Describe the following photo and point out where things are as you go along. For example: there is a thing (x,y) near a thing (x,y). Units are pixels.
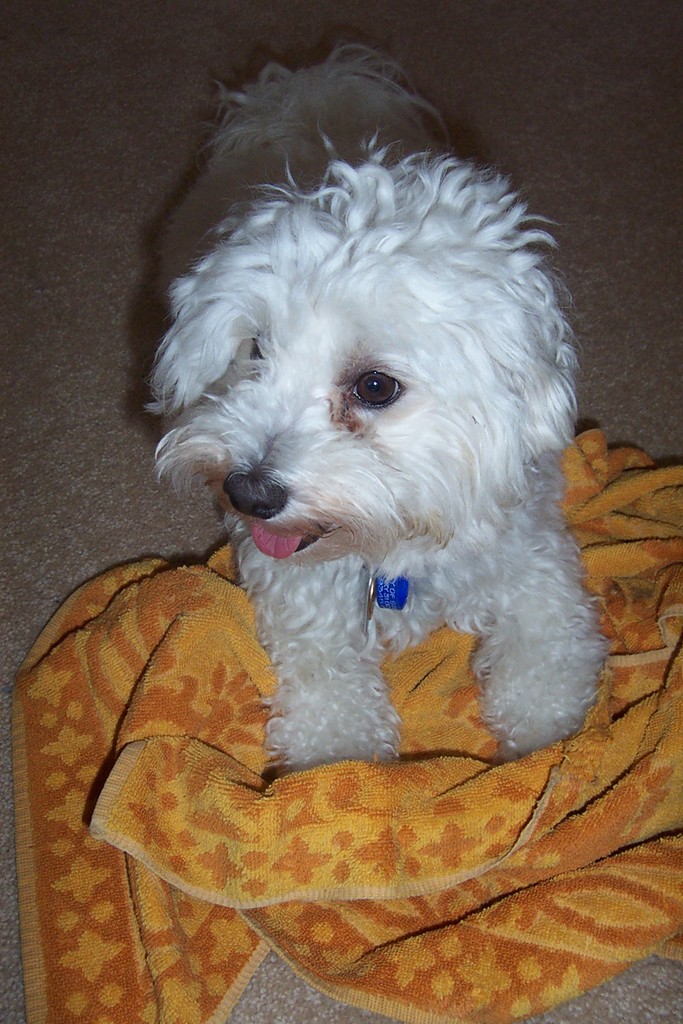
In this image, we can see a dog (399,534) and some cloth (462,919). We can also see the ground (60,122).
